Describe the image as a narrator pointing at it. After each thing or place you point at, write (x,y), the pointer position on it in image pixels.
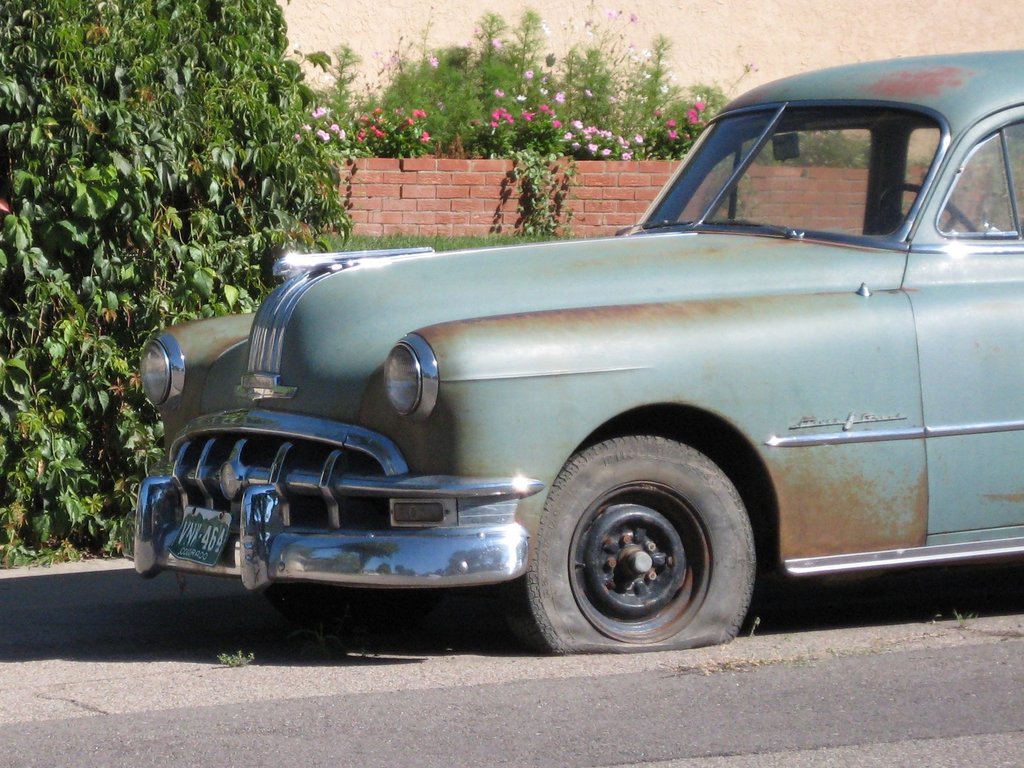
In this image we can see a car (820,496) with a punctured tyre (709,540) on the road (506,689). In the background (44,450) we can see the tree (193,123), plants (415,107) and also the brick wall (479,191). We can also see the plain wall (849,30).
